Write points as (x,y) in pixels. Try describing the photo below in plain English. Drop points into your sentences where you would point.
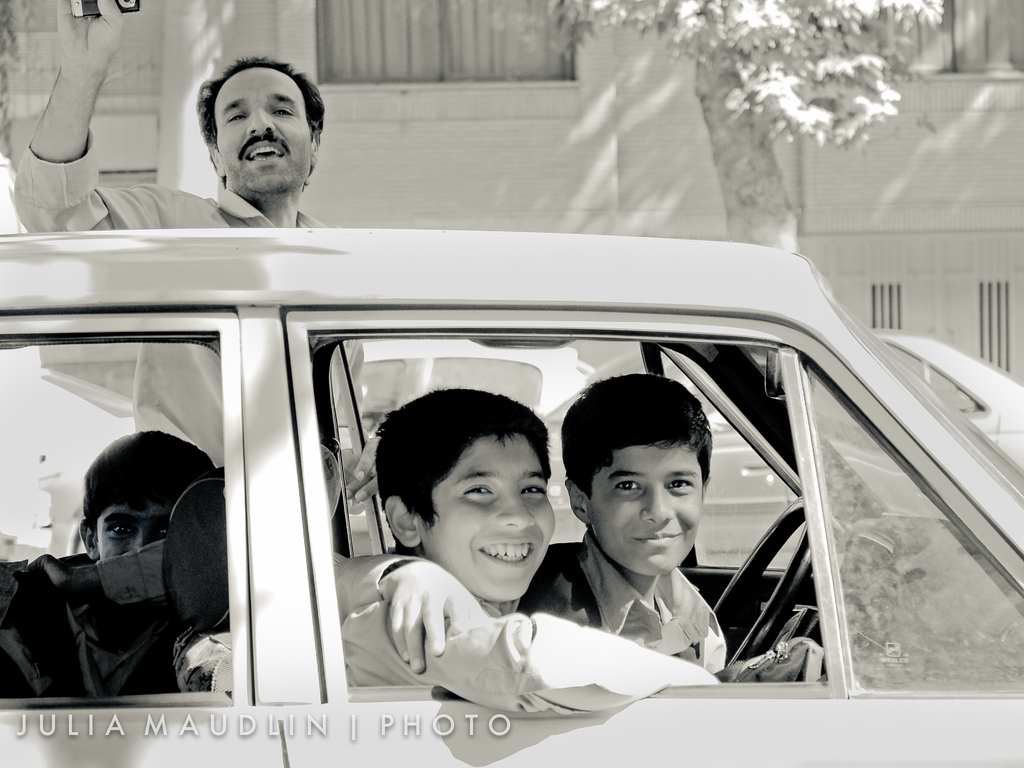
This is a picture taken outside a city. In the foreground of the picture (867,617) there is a car (228,265), in the car (228,265) there are three children (541,583) seated. To the left (262,180) there is a man (225,172) standing and talking. In the background (534,176) there is a building (487,98). To the top right (753,161) there is a tree (751,80). In the middle of the background (718,437) there are cars (768,479). Children (657,490) are smiling.
